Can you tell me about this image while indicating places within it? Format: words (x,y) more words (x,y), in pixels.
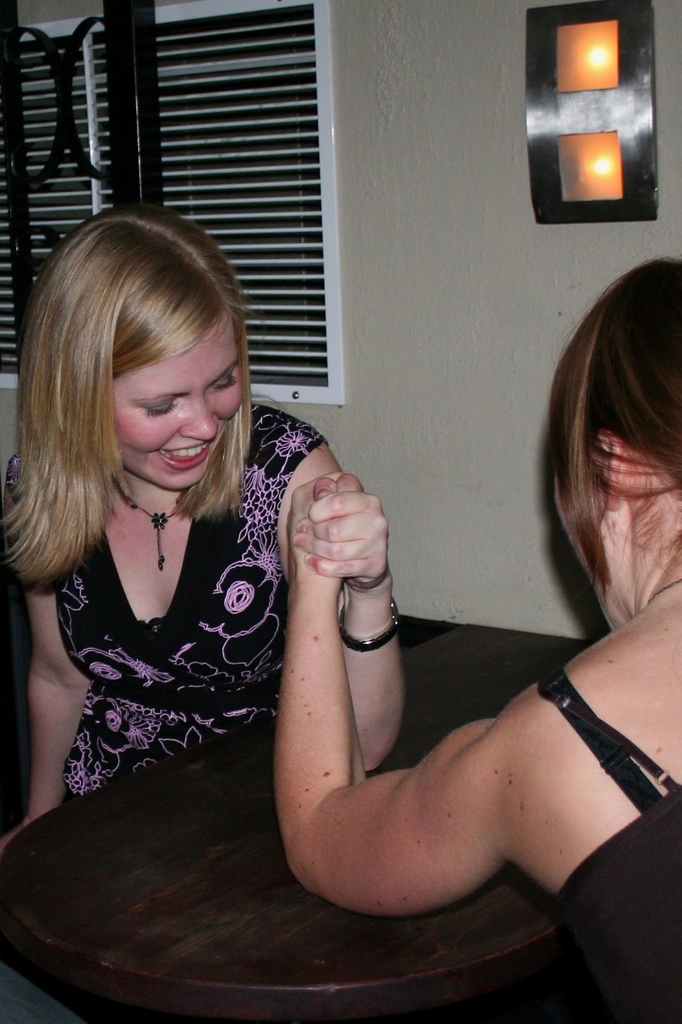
In this picture we can see there are two people (366,697) sitting and in front of the people (203,699) there is a wooden table (182,834). Behind the people (178,573) there is a wall (425,445) with a window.
